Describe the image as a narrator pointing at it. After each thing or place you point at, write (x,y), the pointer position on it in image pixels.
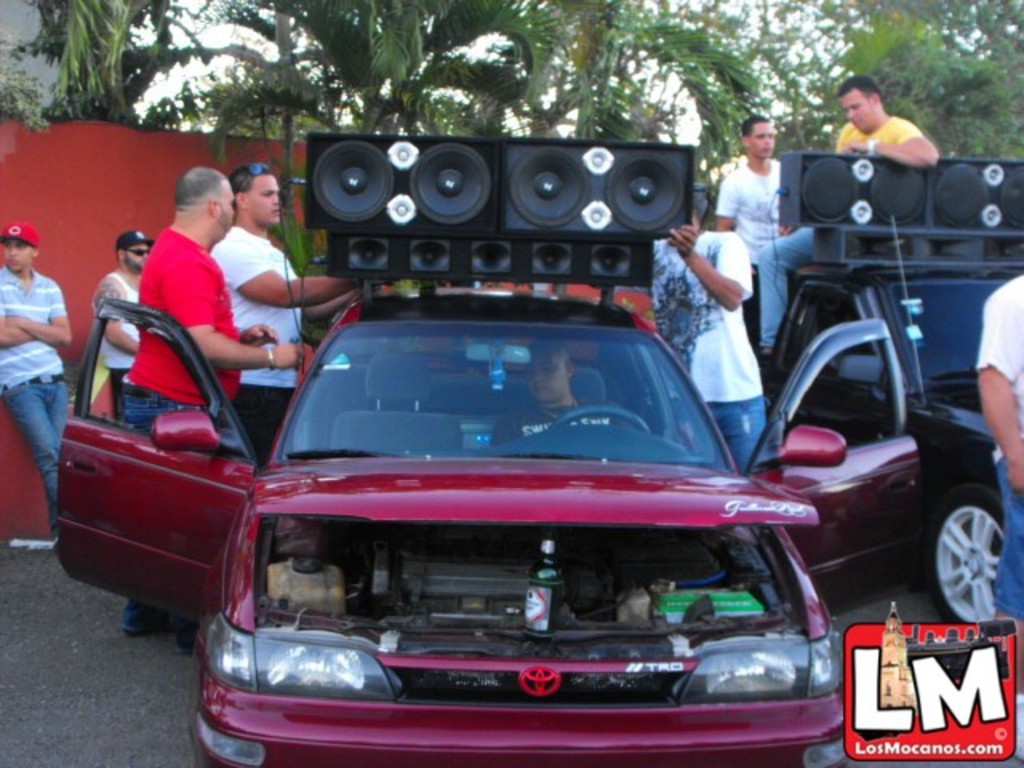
In the center (410,444) we can see car (626,458), in car (587,430) we can see one person (589,421) sitting. Around car (628,411) we can see few persons (786,275) were grouped. And they were holding speaker (785,203). And back we can see some trees (380,57).
